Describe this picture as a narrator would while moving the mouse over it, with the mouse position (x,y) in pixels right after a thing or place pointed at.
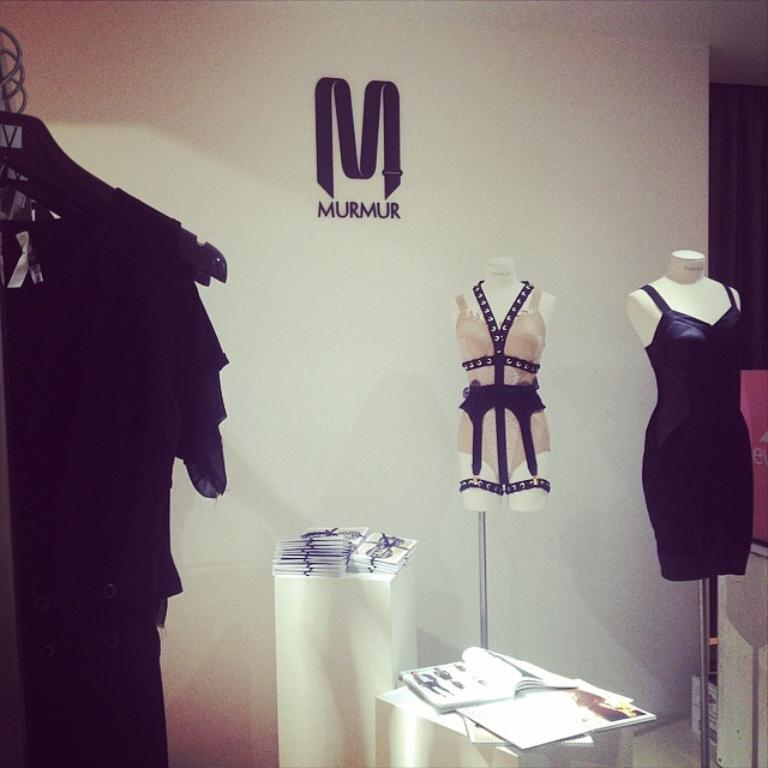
In the picture we can see some dresses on the stand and beside it, we can see some white surface (341,591) on it, we can see some papers (574,708) on the other we can see some booklets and a shirt (50,497) is hung to the hanger (36,119), in the background (274,222) we can see a wall (302,167) with a name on it murmur and symbol M (361,169).
